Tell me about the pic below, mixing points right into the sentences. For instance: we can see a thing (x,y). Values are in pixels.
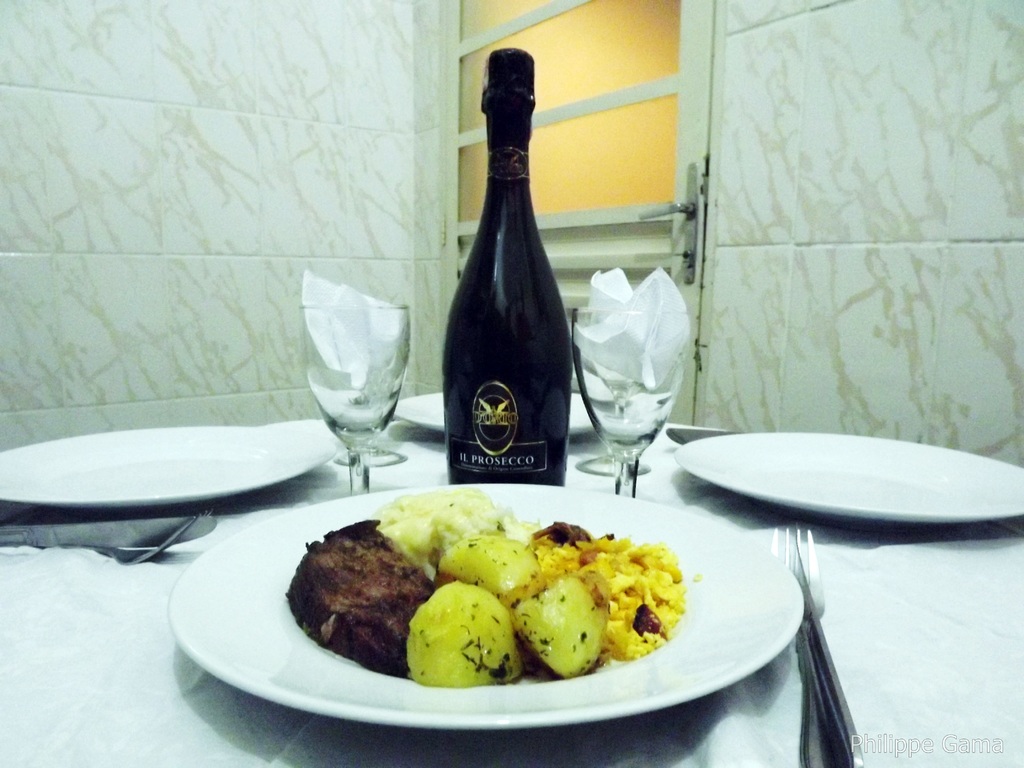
In this image there is a table (949,626) on that table (1002,612) there are plates (539,518), in one plate (623,535) there is food item (589,564) and there are glasses (358,411) and a champagne bottle (518,297), forks (807,575), in the background (729,400) there is a wall (868,156) to that wall (826,243) there is a door (550,33).
